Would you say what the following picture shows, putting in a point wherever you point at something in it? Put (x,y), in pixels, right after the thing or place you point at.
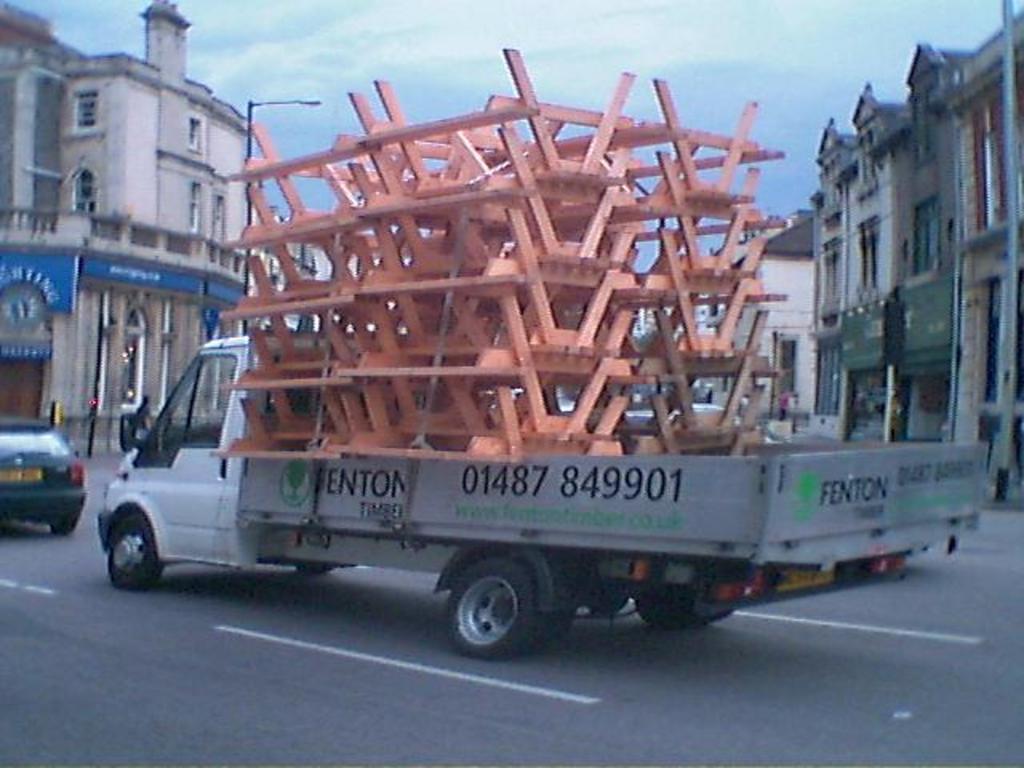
This picture show about the white color van (512,523) full of orange color wooden tables (510,326) moving on the road (851,601). Behind there are some buildings (700,311) and above we can see sky (783,115) and clouds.
